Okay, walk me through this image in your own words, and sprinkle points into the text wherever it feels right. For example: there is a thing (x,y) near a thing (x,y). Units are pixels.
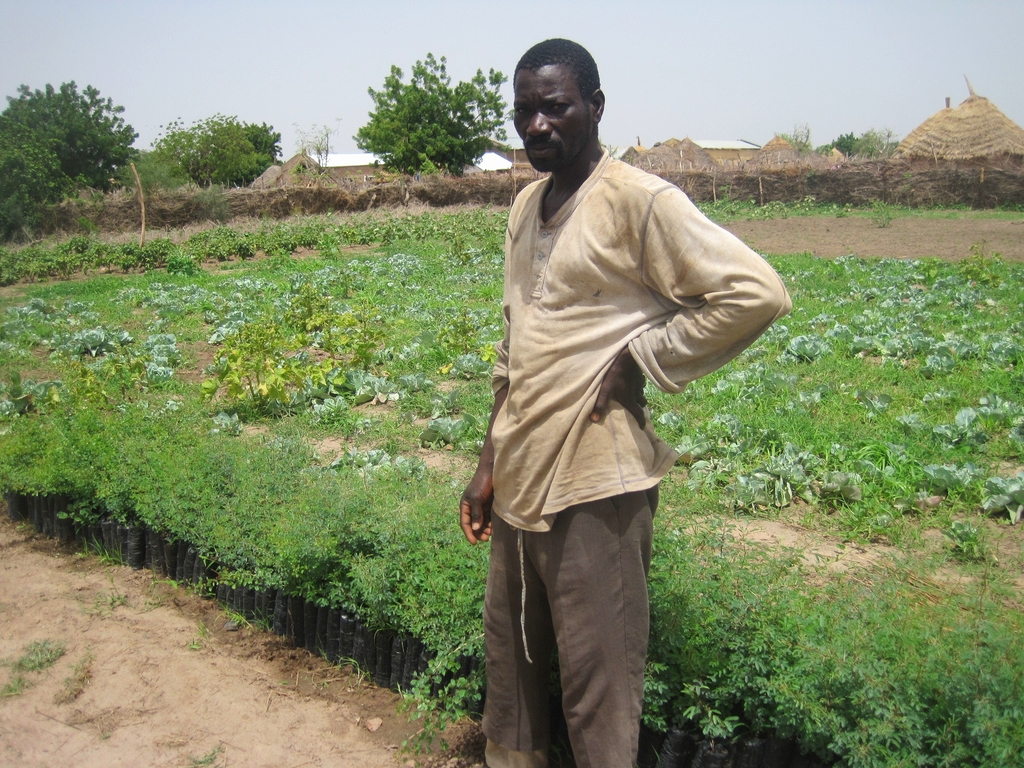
There is a person (527,139) in white color t-shirt (543,277) standing on the ground (457,756) near plants (461,555). In the background (988,317), there is field (391,264), there are shelters (732,147), there are trees (445,114) and there is sky (659,14).
